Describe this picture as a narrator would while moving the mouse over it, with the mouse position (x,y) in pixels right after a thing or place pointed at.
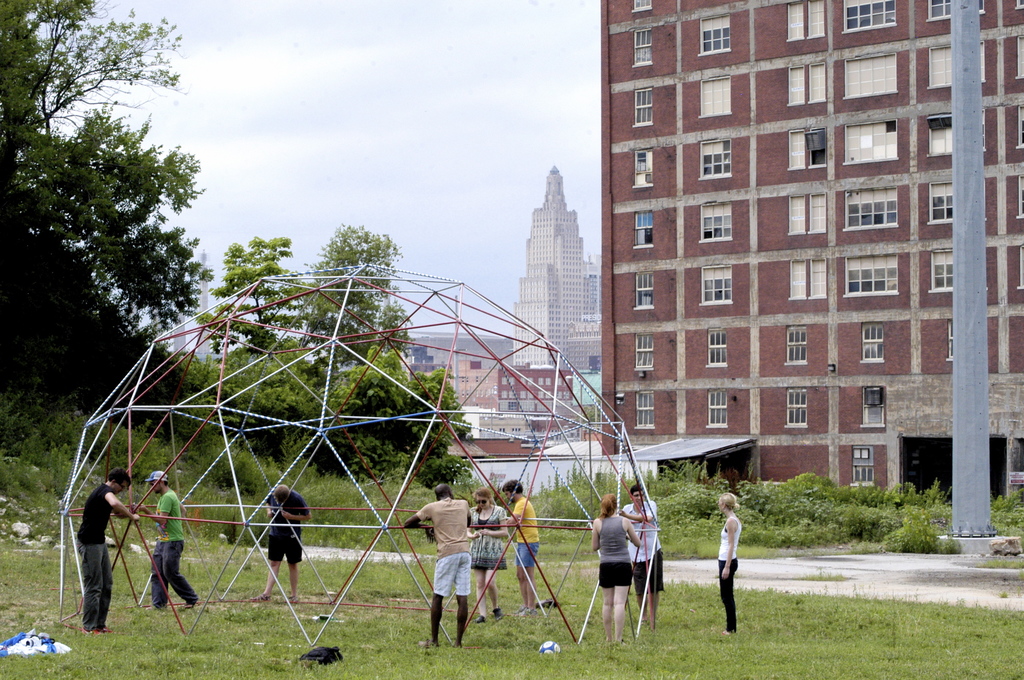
There are people (95,564) standing and we can see rods dome (591,606). We can see ball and clothes (6,642) on the grass (691,617). In the background (114,354) we can see buildings (776,389), trees (122,340), grass (704,650), plants (32,469), pole (978,483) and sky (484,155).
